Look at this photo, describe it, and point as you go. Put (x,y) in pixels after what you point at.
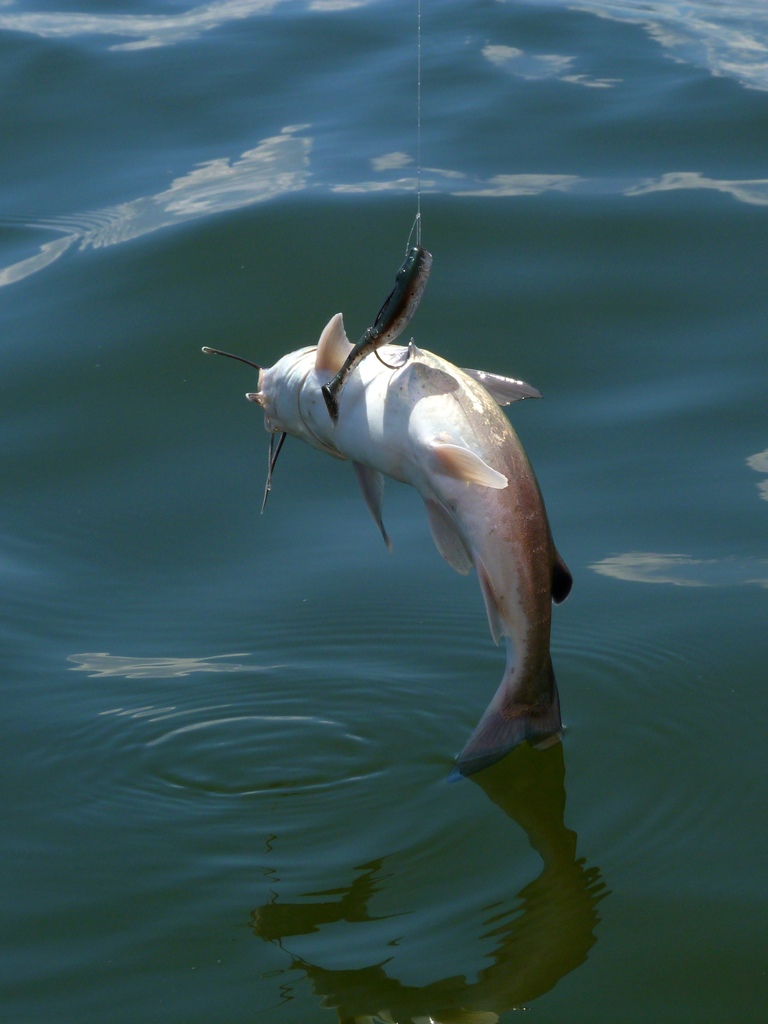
In the picture I can see a fishes (516,679) and the water (388,638).
